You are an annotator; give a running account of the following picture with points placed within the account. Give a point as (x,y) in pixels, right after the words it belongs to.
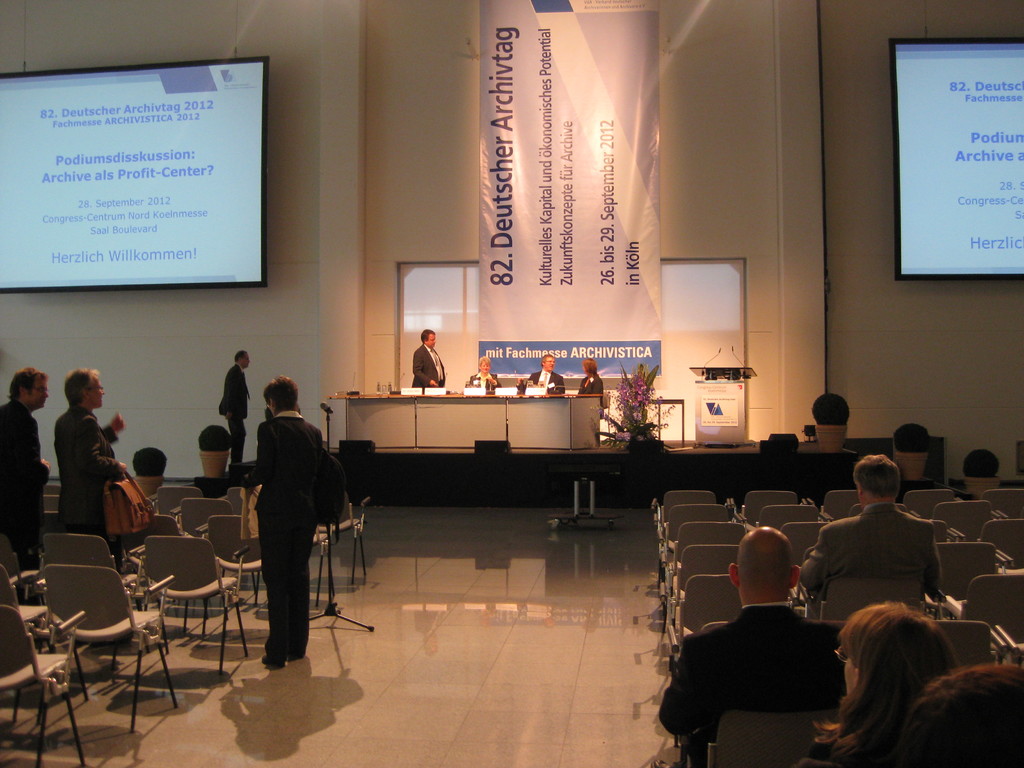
In this image I can see a group of people (690,725) are sitting on the chairs (788,753) and few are standing on the floor (436,598). In the background (433,410) I can see houseplants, stage (532,459), table (509,412), boards (540,388), posters (510,273), screens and a wall (279,356). This image is taken may be in a hall (657,534).
